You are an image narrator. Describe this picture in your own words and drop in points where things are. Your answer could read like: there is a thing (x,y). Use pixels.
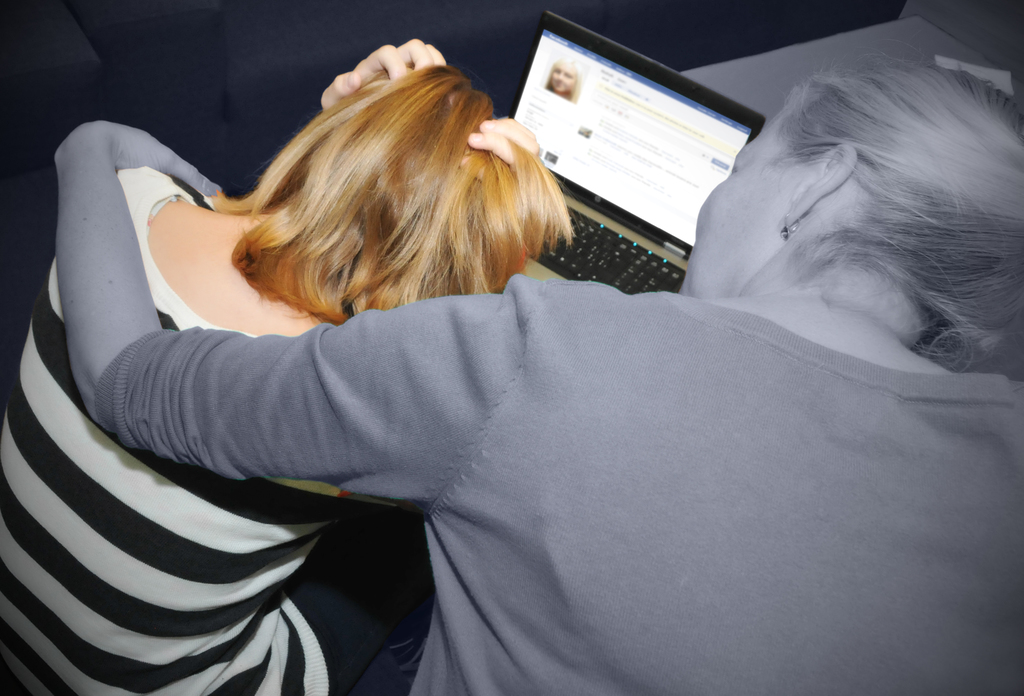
In this image I can see two women (414,263) are sitting. I can also see a laptop (601,241) over there and on its screen (560,78) I can see a face (575,82) of a person (559,93).
